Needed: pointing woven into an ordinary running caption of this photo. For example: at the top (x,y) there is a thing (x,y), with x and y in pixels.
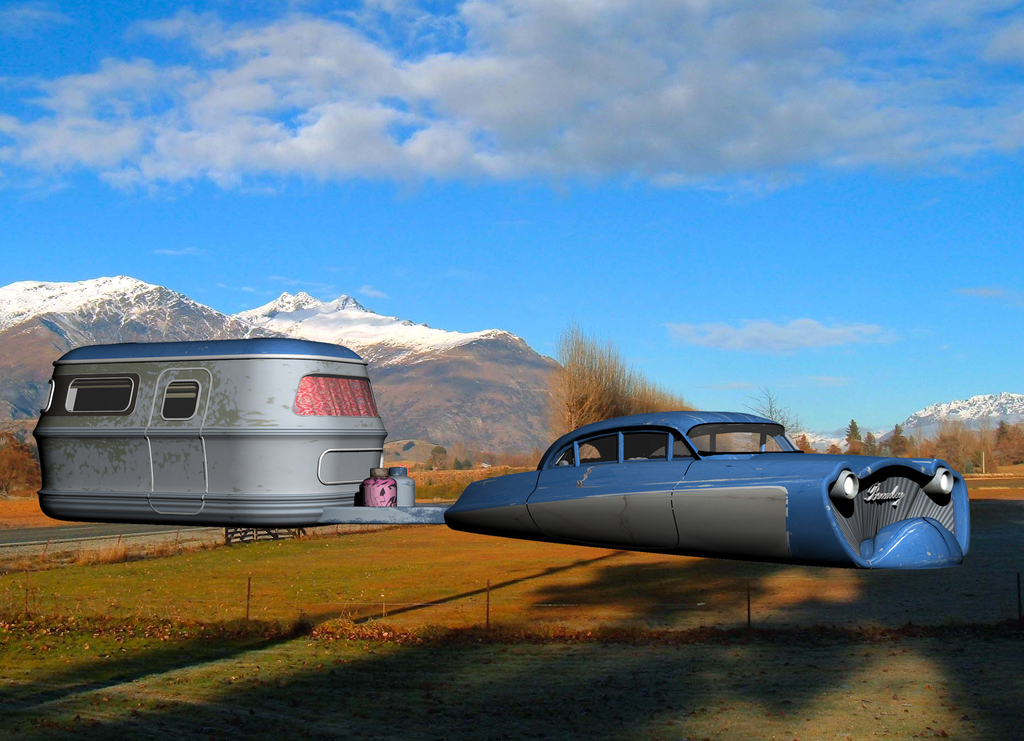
In this picture I can see the car (526,499) and van (277,403). in the background (984,402) I can see the snow mountains (501,388). At the top (614,24) I can see the sky (589,39) and clouds (357,84).
